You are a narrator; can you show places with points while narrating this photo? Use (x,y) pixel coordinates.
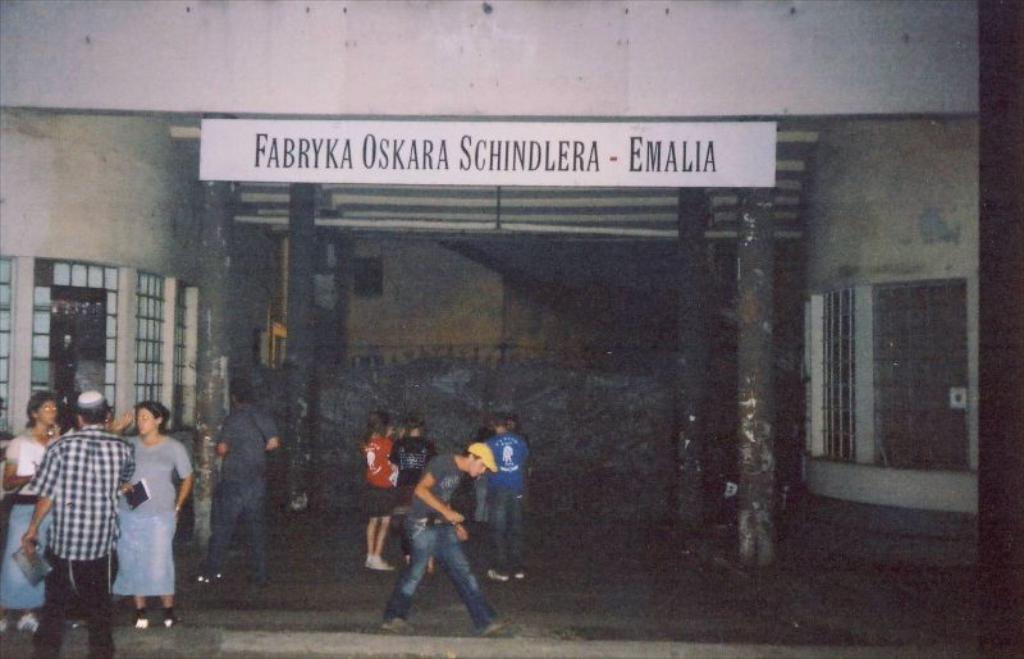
In this image there is a building (409,261), in front of the building (288,468) there are few people (495,517) standing and walking, there is a board (368,146) with some text (564,148) is hanging from the wall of a building (622,187).
